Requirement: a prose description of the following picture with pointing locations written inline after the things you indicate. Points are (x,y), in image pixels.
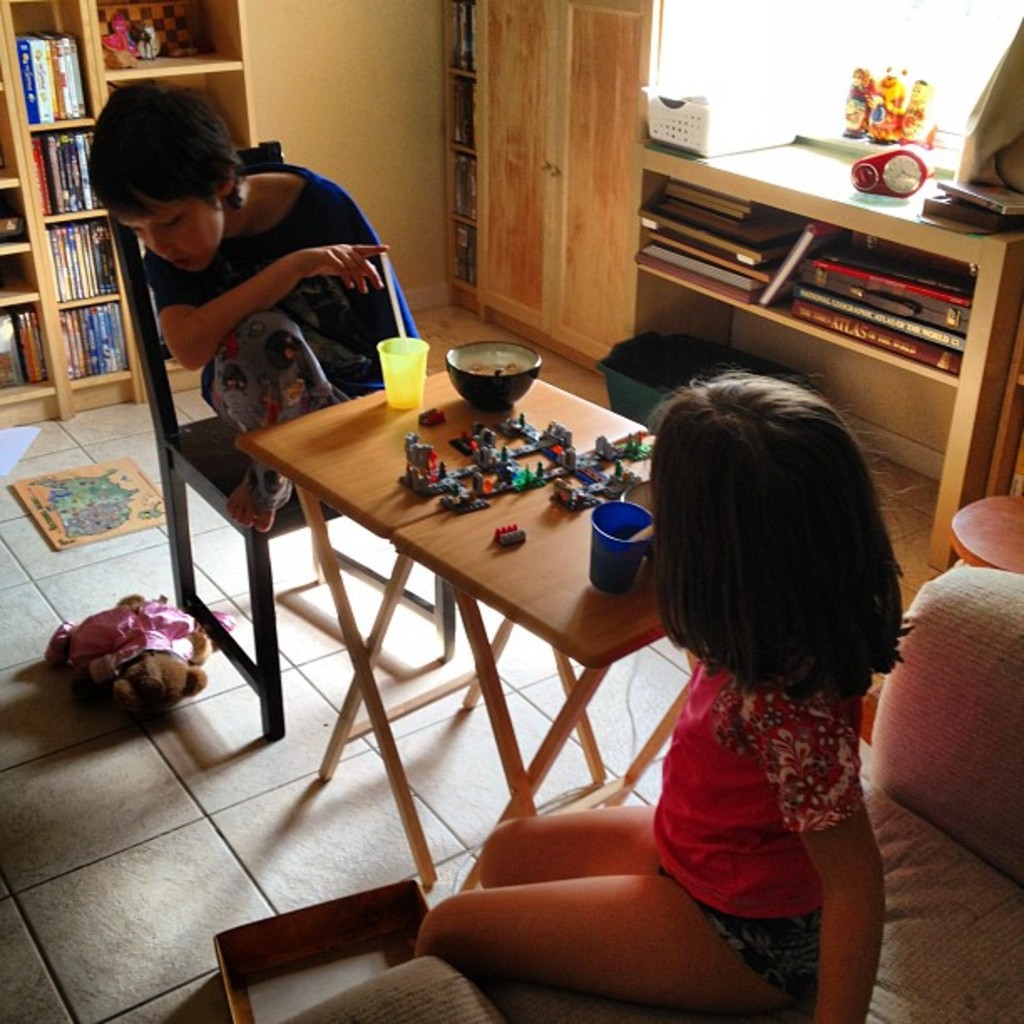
In this image, two kids (672,763) are sat on the chair (867,770). In the middle (542,600), there is a table (444,528), few items (481,465) are placed on it. Right side (983,331), there is a shelf (983,314) that is filled with books (714,283), few items (898,163) are there, curtain (985,141). In the middle of the image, we can see a wooden cupboard (582,149). On left side (101,341), there is a big bookshelf (52,316). On the floor (37,455), there is a toy (152,653), card (79,484), paper (20,444). Here we can see cream wall (325,165).
